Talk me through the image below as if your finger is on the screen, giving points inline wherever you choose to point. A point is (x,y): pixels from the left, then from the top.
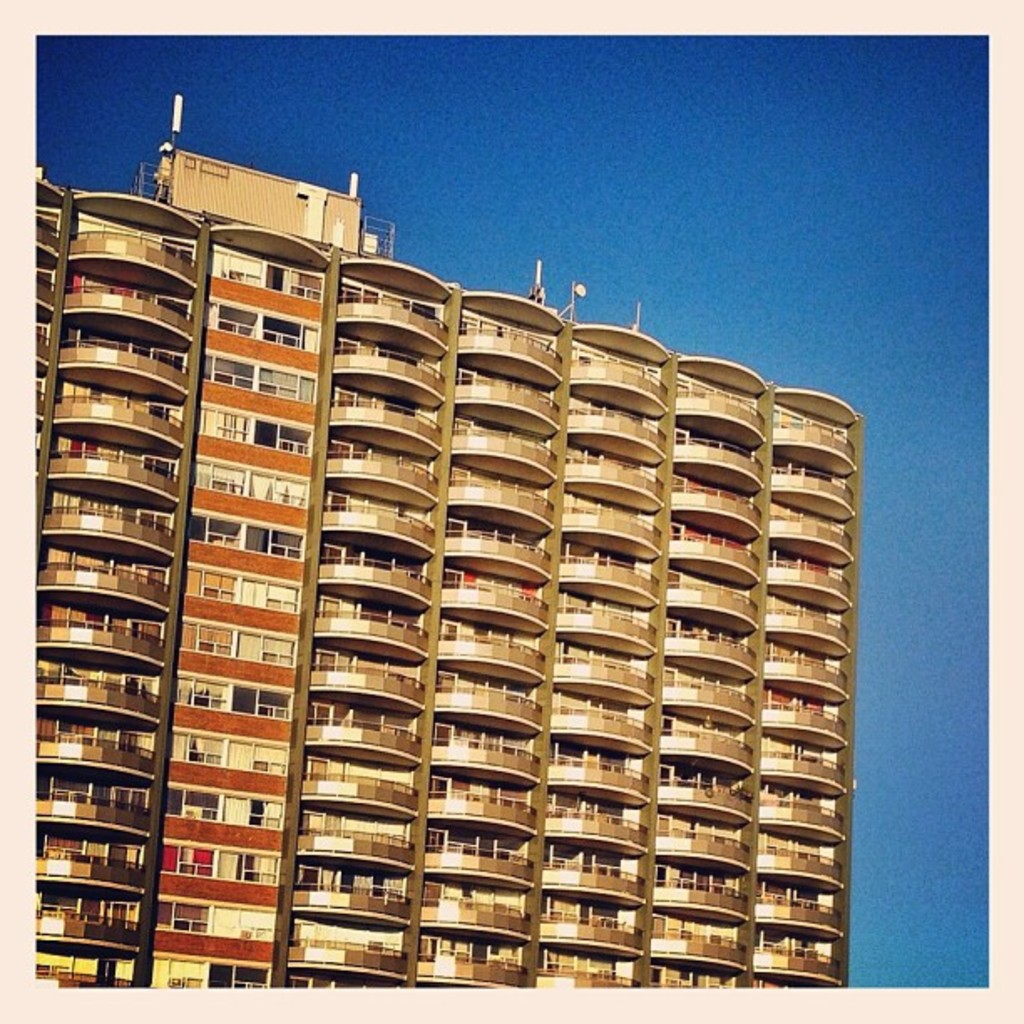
In this picture I can observe a building (419,523) which is in cream color. In the background (595,174) there is sky (655,240).
